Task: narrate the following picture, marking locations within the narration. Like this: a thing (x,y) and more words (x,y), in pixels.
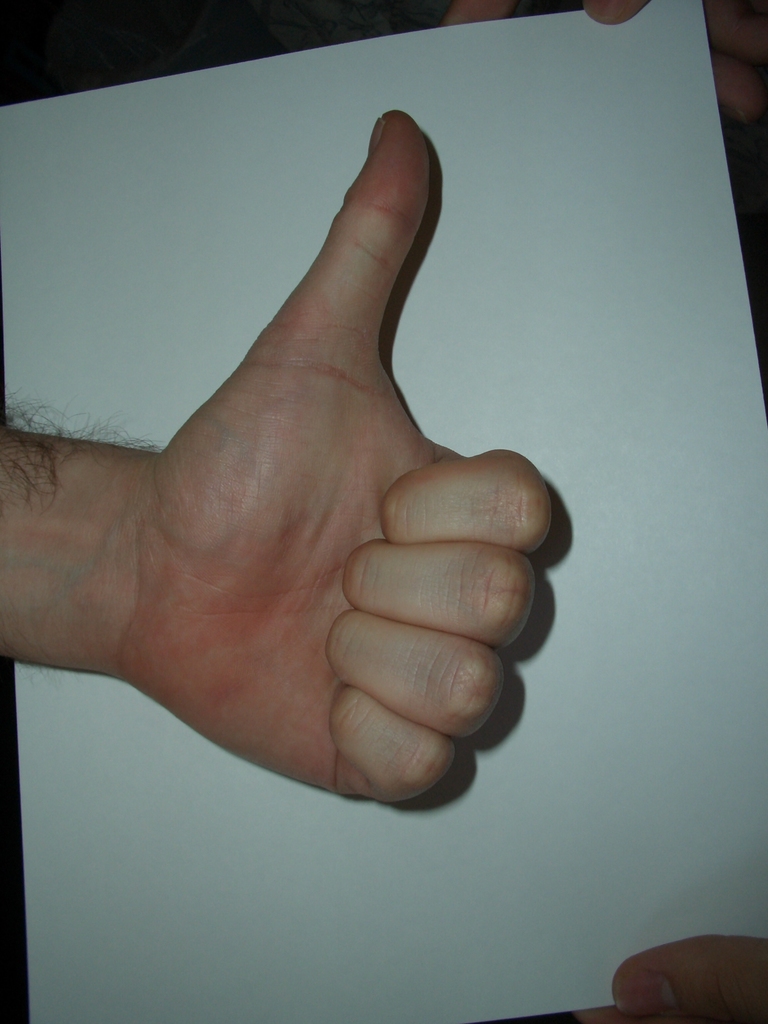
In this picture we observe a guy (165,593) who is pointing his thumb finger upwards and all other fingers (472,507) downwards.
